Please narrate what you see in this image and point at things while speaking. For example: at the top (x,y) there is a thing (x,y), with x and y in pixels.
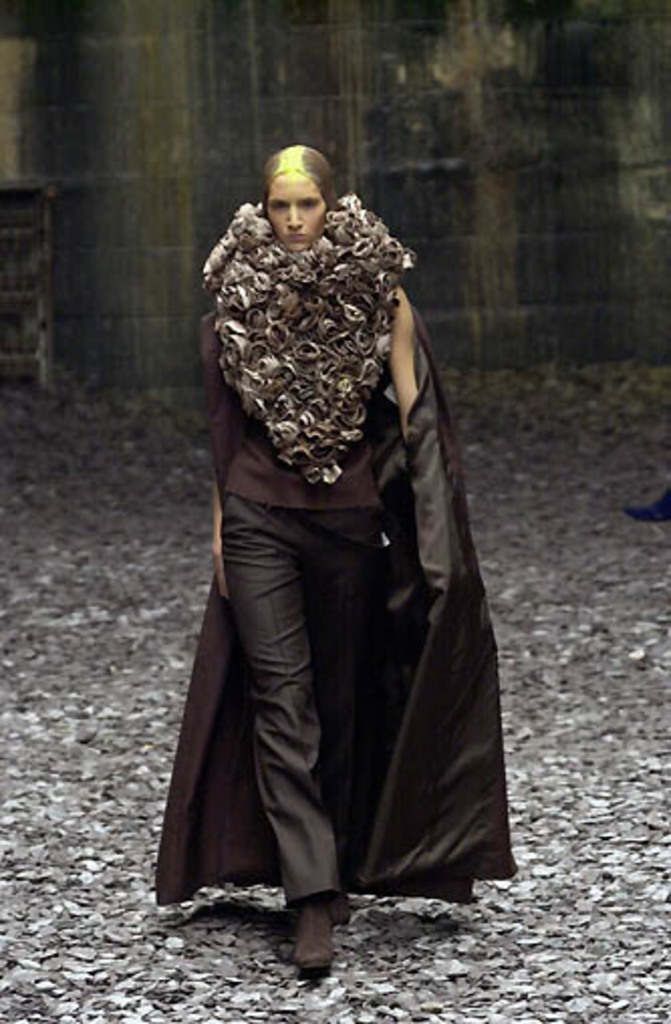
In this image there is a girl (251,551) walking on the stones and there is a decorative item (347,362) around the neck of the girl (368,375).
